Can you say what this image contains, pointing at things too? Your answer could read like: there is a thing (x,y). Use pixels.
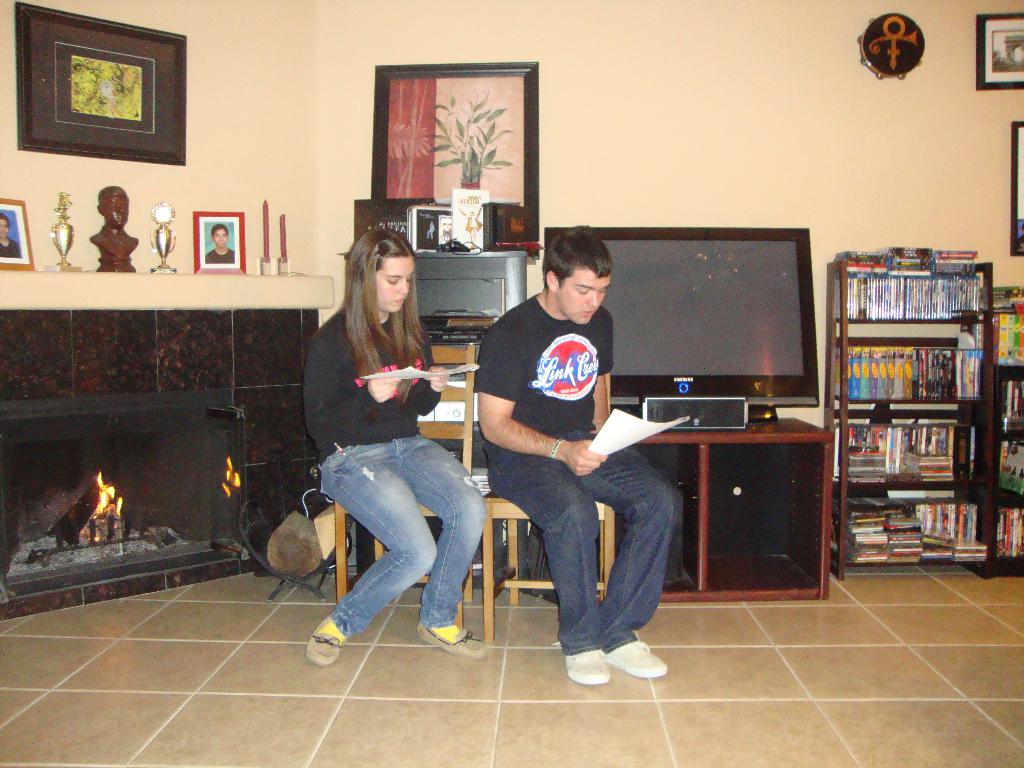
There is a man (567,439) woman (351,389) sitting beside in chairs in front of Tv (791,350) and book shelf (844,292).
